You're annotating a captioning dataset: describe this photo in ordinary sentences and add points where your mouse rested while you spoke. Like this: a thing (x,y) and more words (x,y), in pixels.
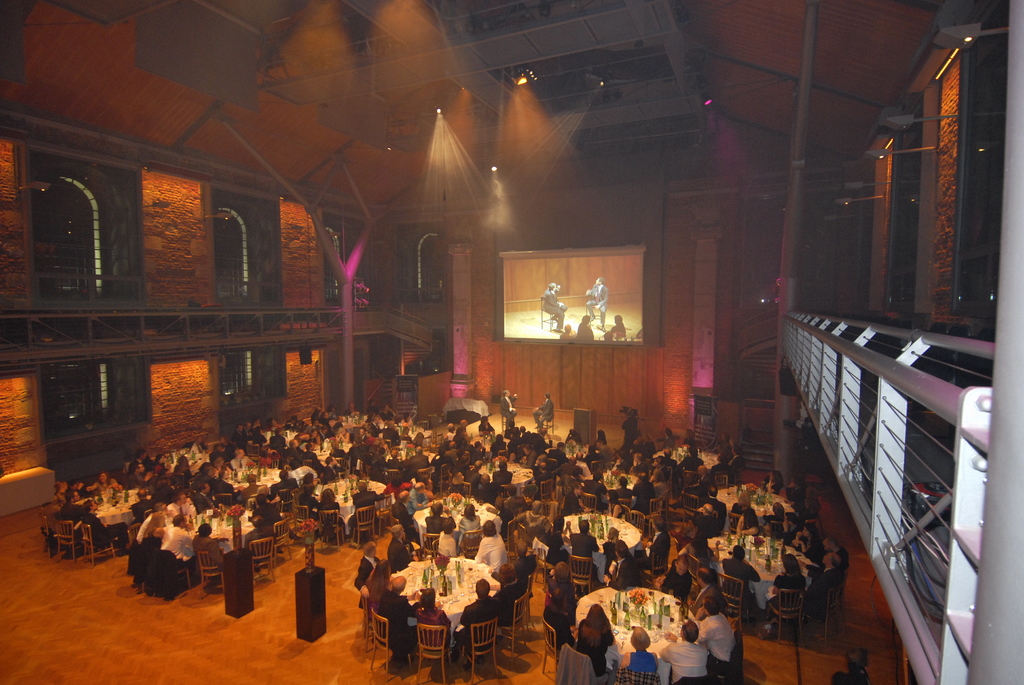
This image is taken from inside. In this image there is a screen (576,266) hanging on the wall (565,359), in front of them there are two peoples (547,413) sitting in their chairs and facing each other, in front of them there are groups of people (373,449) sitting on their chairs (468,533) in front of the tables (467,572). On the table (429,567) there are food items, bottles (450,583) and some other objects (452,569), on the left side of the image (178,378) there is a wall (160,387) and windows (250,360) and on the right side of the image (929,250) there is a wall (874,316) with ventilation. At the top of the image (506,123) there is a ceiling (463,135).
